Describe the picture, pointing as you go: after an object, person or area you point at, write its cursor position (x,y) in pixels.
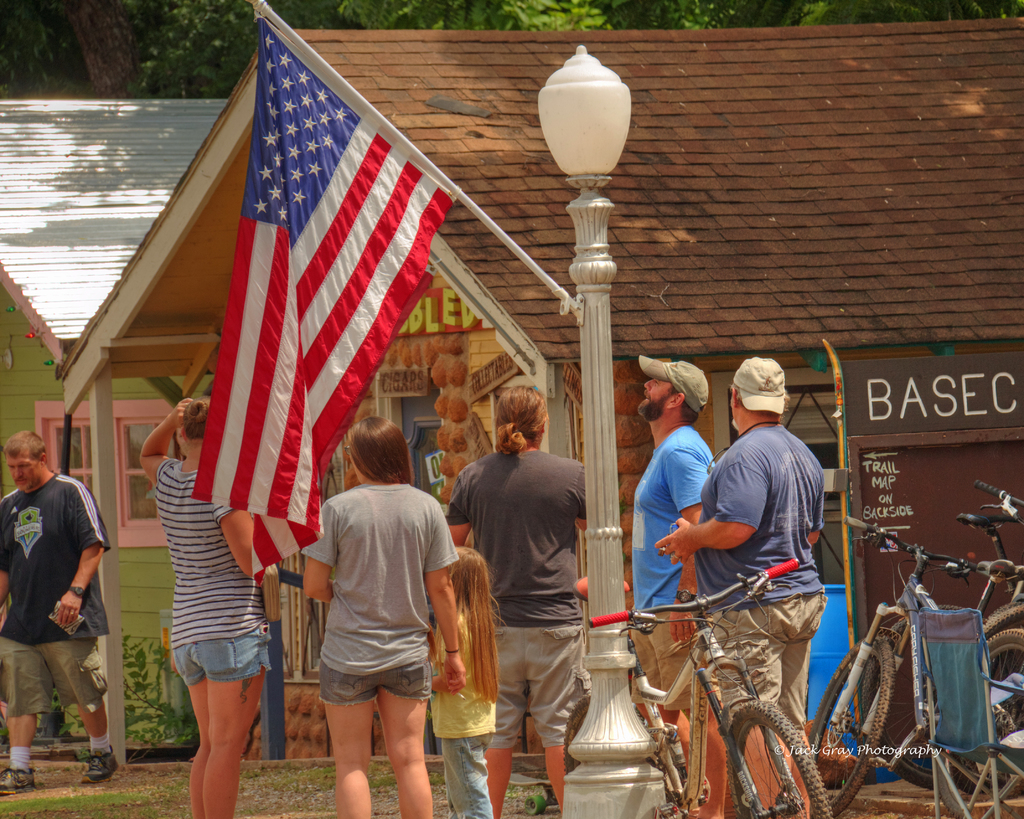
In this image we can see persons (577,648) standing on the ground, building (835,137), trees (157,54), bicycles (915,630), plants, street pole (591,220) to which a flag (311,225) is attached and a street light (584,115).
